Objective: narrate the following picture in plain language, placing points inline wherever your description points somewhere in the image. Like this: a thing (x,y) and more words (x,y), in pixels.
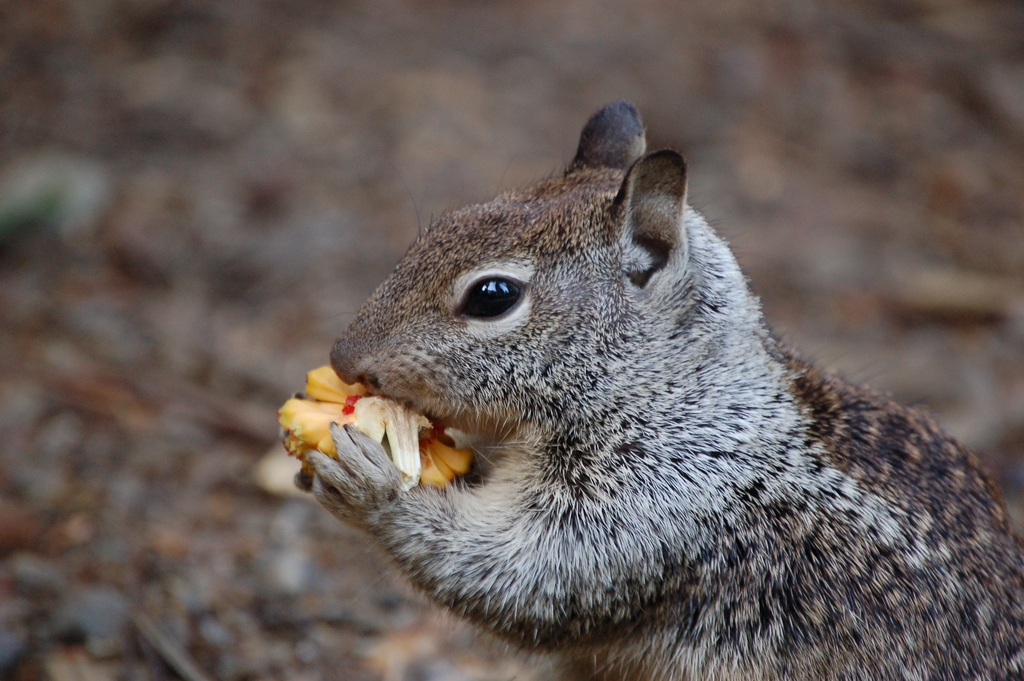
This squirrel (684,458) is eating a food (311,417). Background (51,314) it is blur.
